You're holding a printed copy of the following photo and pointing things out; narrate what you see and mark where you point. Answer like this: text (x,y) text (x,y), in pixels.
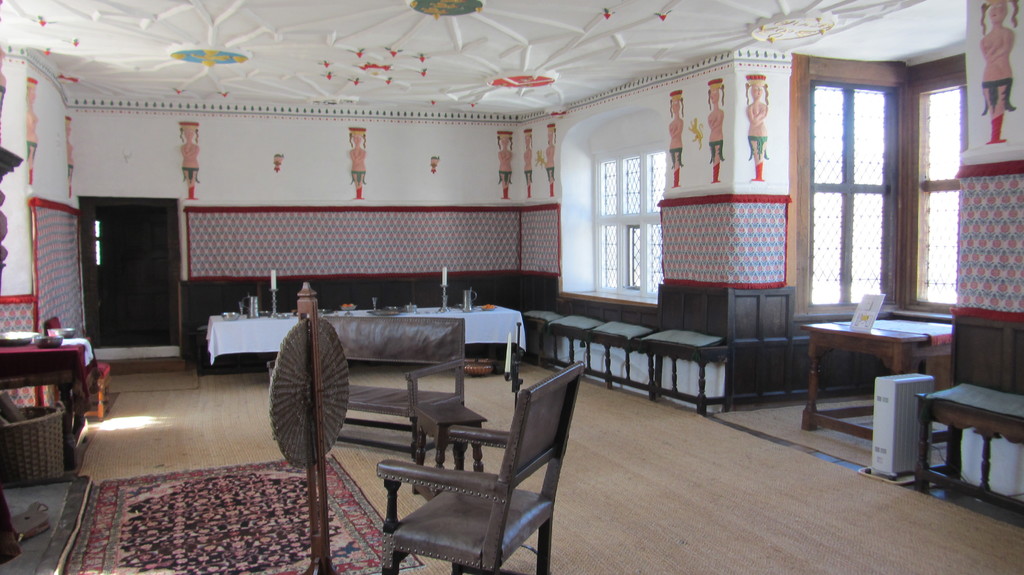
In the image there are chairs (421,475), benches (416,393) and tables (499,315). On the left side of the image (48,354) there is a table (44,373) with few items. In the background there is a table (215,342) with candles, jugs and few other items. And on the right side of the image (847,340) there is a table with frame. There are walls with windows (915,292), few images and a door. On the floor (310,523) there is a floor mat (301,533). And also there is a basket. At the top of the image (541,52) there is a roof (555,50) with few images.
